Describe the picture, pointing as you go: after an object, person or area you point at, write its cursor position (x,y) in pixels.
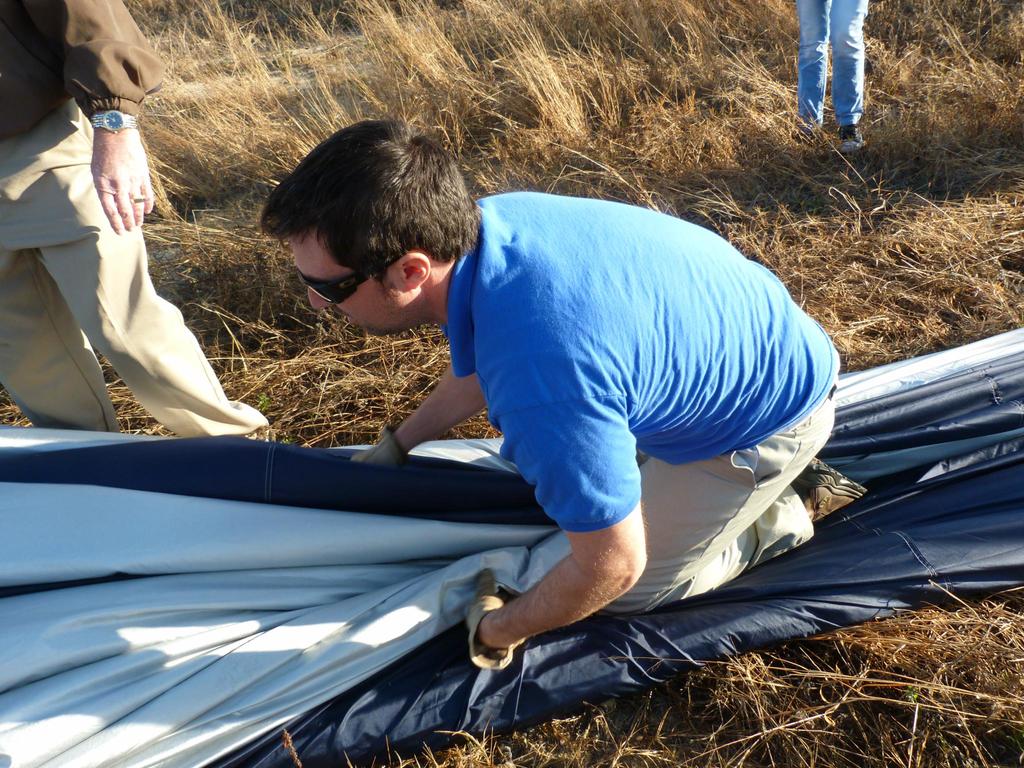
In this image, in the middle (643,271) we can see a man (687,519) sitting on an object (697,596). There is grass (393,104) on the ground (420,33) and we can see two persons (839,33) standing.
